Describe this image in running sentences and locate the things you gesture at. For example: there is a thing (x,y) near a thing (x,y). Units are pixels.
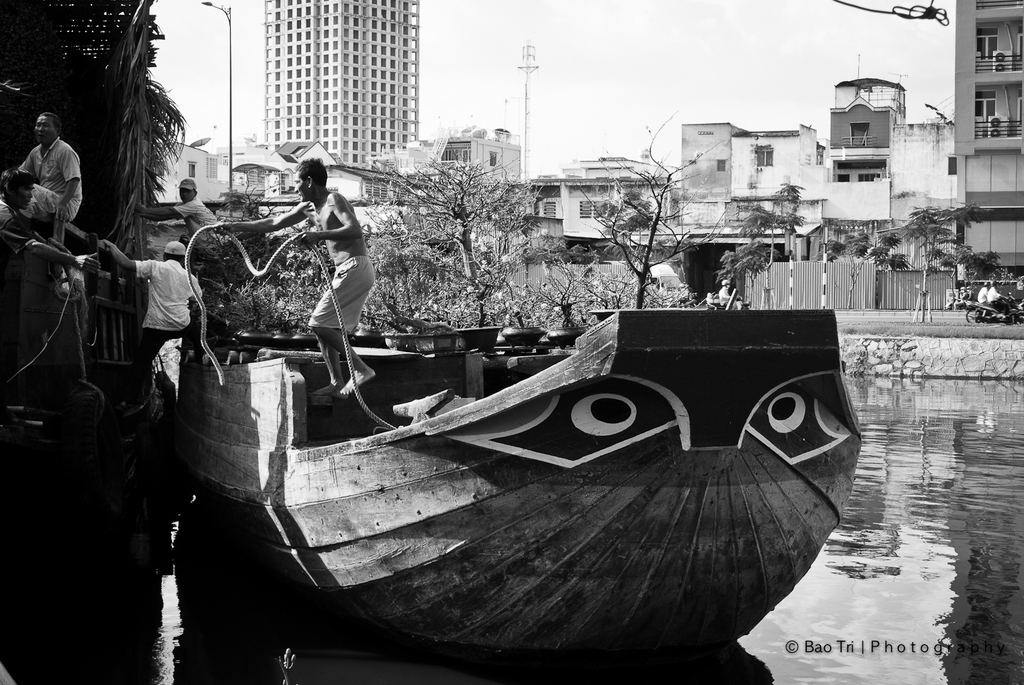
In this image, there is an outside view. There is a person (330,231) on the boat (488,371) which is floating on the water (870,543). There are some persons (146,328) on the left side of the image (37,196) wearing clothes (52,199). There are some trees (448,245) and buildings (743,167) in the middle of the image (456,233). There is a sky (424,123) at the top of the image (495,60).
